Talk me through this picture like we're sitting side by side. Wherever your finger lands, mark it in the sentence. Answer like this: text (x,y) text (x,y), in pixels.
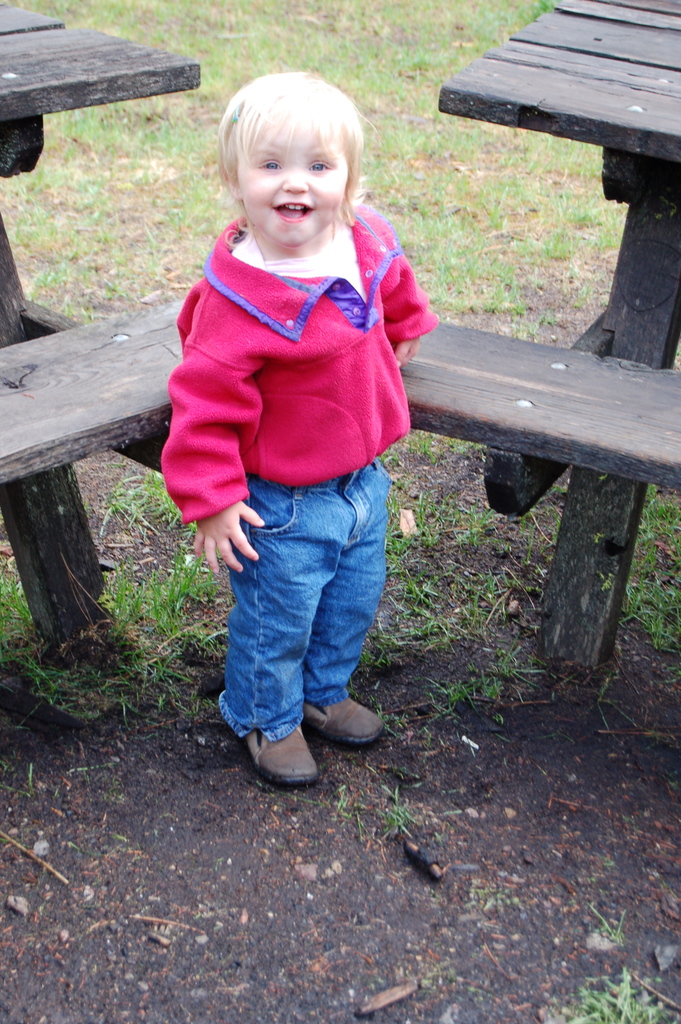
The picture is taken outside where one small child (315,677) is present in red top (317,382) and blue jeans (303,555), behind the child (271,364) there are two tables (116,382) and the grass (452,244) is present behind the child (416,315).
